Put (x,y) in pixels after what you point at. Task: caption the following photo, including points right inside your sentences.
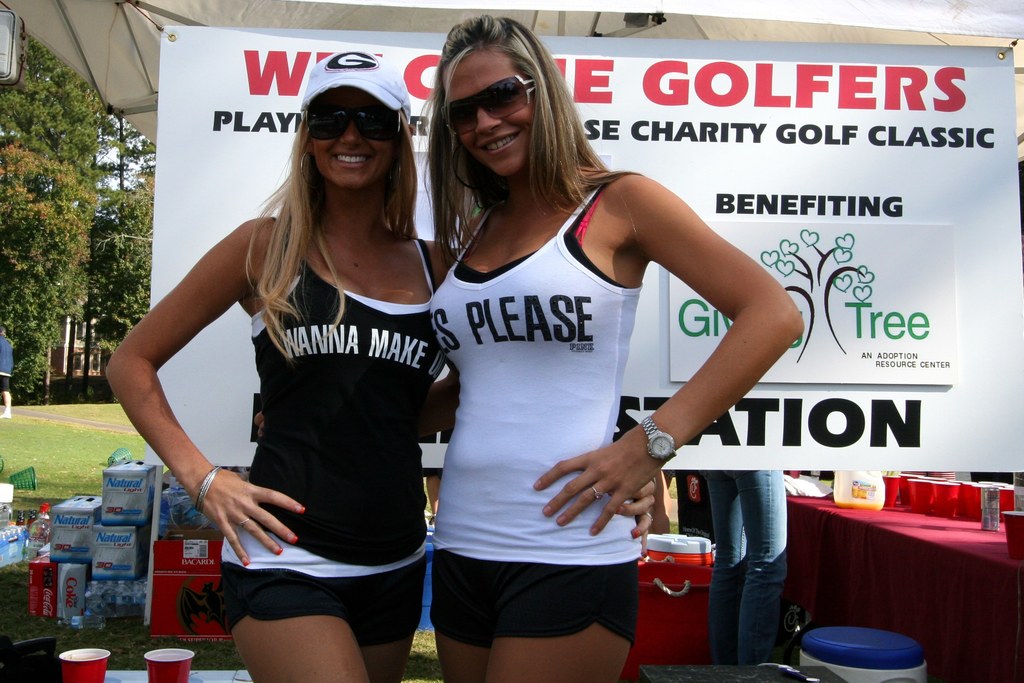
In the center of the image (471,393) we can see women (402,430) standing. In the background (780,61) we can see a poster (795,166), trees (66,247), glasses (91,672), person (726,503) and containers (124,540).
